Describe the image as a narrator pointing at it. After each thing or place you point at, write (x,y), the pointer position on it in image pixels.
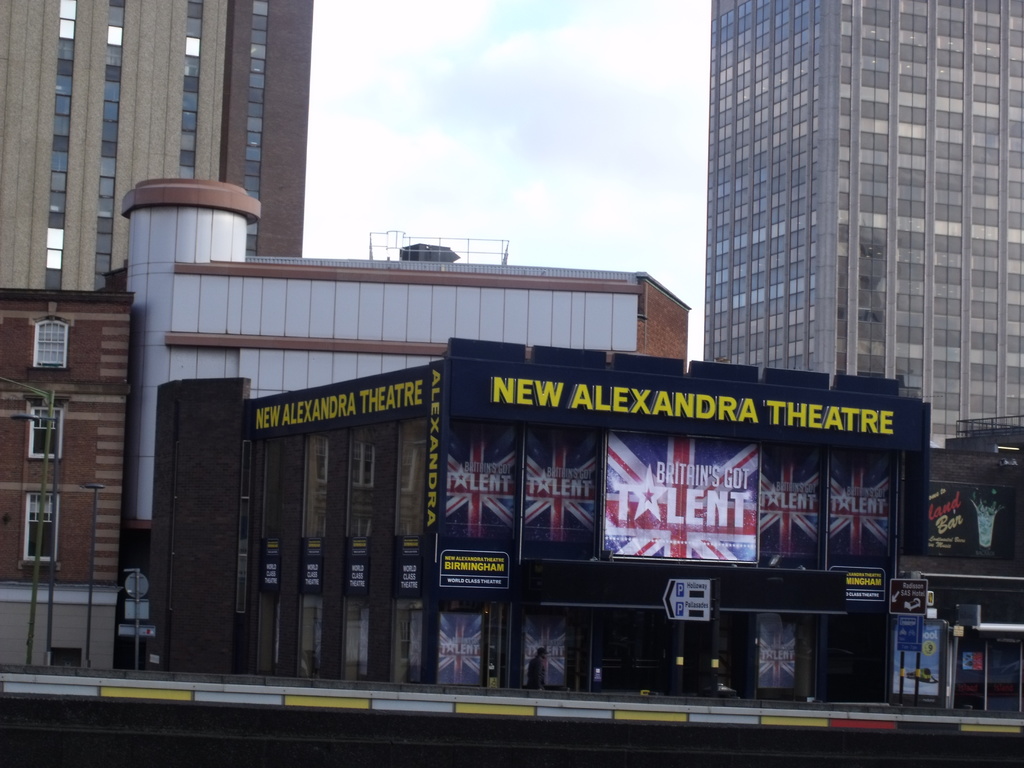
In this image we can see group of buildings (933,346), On one building (382,371) new Alexandra theater is written on it. In the background (567,180) we can see the sky (444,176).
